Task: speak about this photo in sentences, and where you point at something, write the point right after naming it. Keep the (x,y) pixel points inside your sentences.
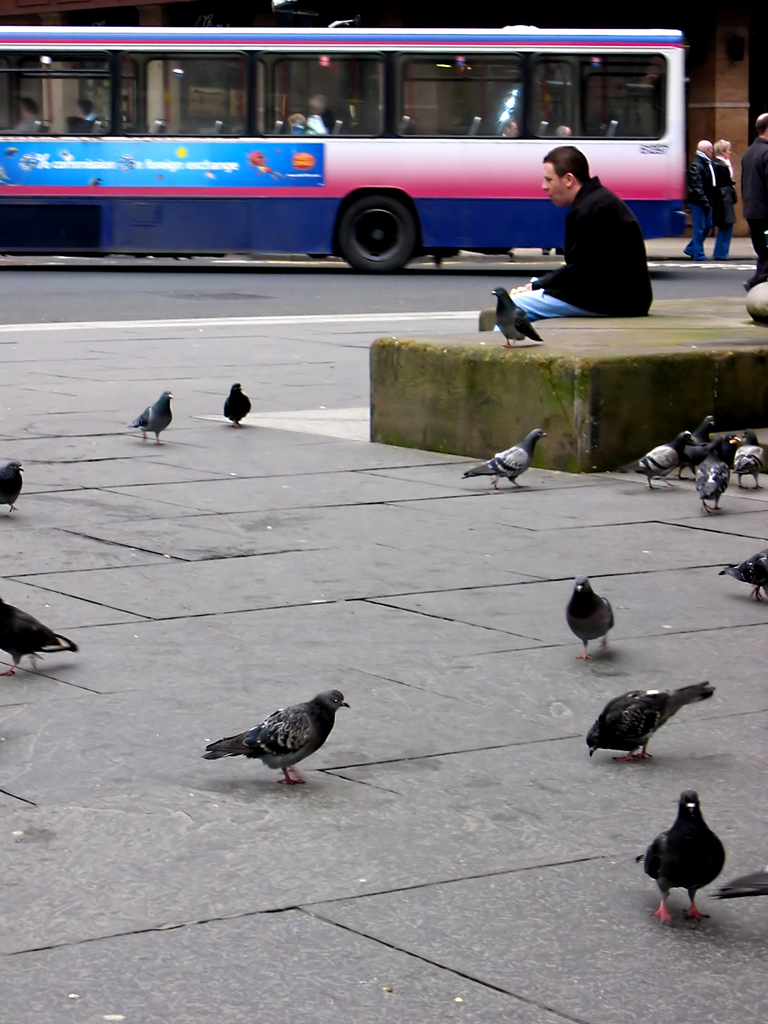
In the foreground of the picture (281,450) there are pigeons (237,406) on the pavement (286,402). In the center of the picture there are people (585,229). In the background (522,211) there are people (717,199), bus (415,121), building (696,146) and road (261,270).
